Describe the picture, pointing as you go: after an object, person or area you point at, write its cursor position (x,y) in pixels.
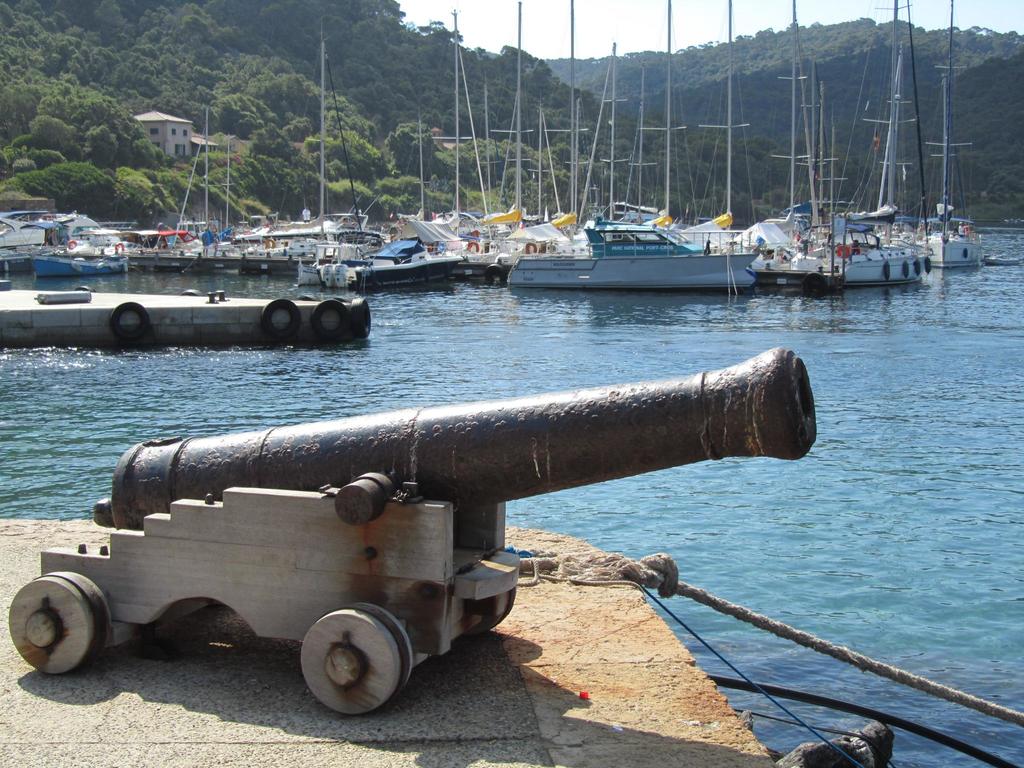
In this image in front (375,658) there is a cannon gun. In the center of the image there is a pavement (311,318). There are ships (591,237) in the water (540,298). In the background of the image (356,114) there are buildings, trees (470,72) and sky (578,13).
